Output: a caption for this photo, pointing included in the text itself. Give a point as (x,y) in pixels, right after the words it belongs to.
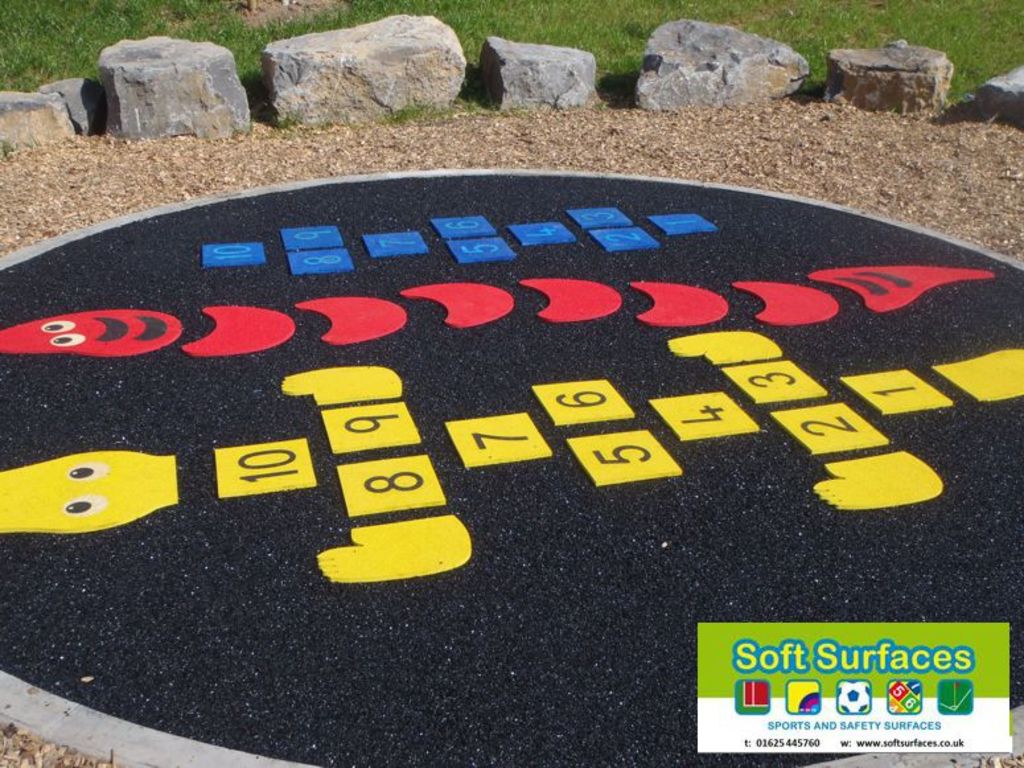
In this picture we can see numbers (475,244) and symbols (223,336) on the surface (272,430). In the background (323,77) we can see the grass (453,25) and stones (591,81). At the bottom right corner of this picture (874,742) we can see a sticker (787,626).
